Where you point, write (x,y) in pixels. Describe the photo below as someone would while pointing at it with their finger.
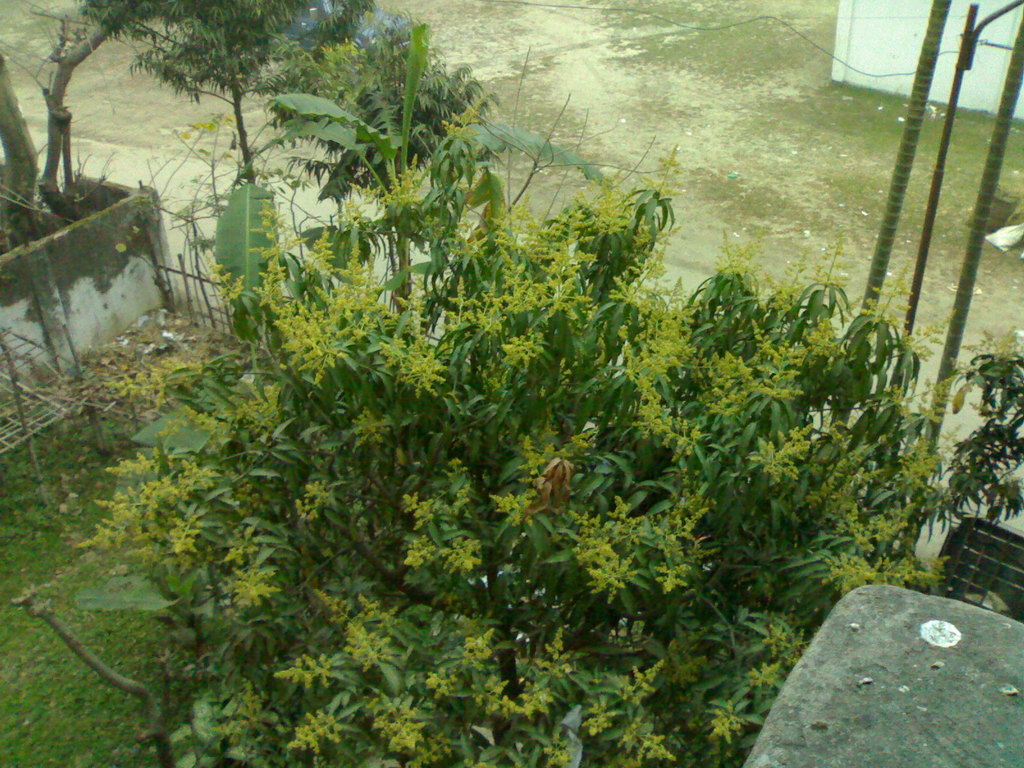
At the bottom of the picture (330,609), we see trees (383,588) and grass (135,673). Beside that, we see wooden sticks (115,398) and a wooden fence (198,267). On the left side (86,307), we see a wall (72,289) and a tree (184,73). On the right side (971,697), we see a wall (975,684) and a gate (988,565). In the right top (866,7), we see the wall (904,49) in white color and we even see the poles (938,176).
